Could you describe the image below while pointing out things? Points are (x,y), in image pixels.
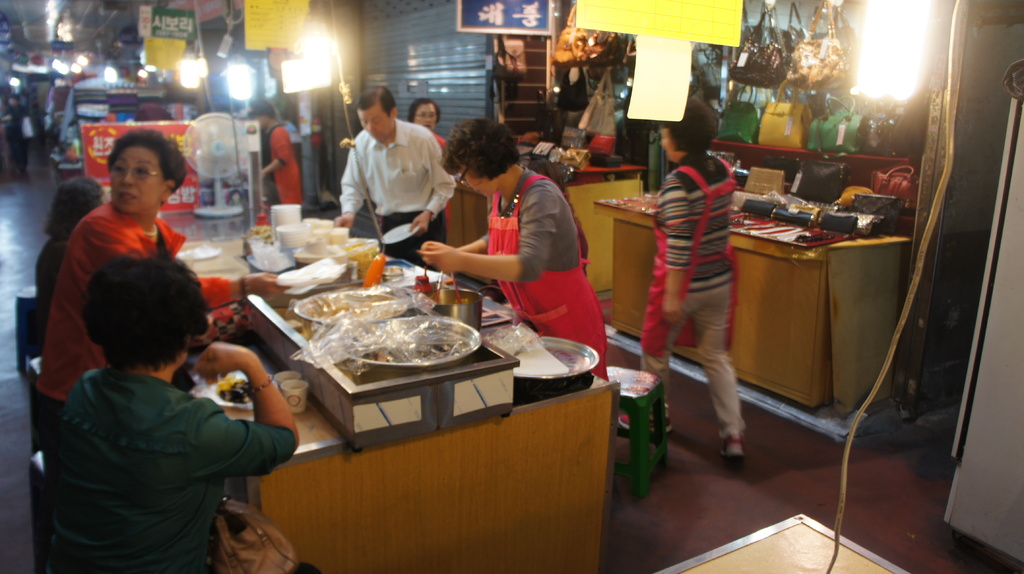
The picture is taken inside a market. On the right (785,270) there are handbags (807,222), desk (781,283), light (874,33), papers (674,29) and people (538,198). In the center of the picture (419,377) there is a table (592,416), on the table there are bowls (399,322), vessels (411,365), plates (301,247), cups (297,382), food items (358,254) and other objects (334,325). On the left (109,295) there are people (81,371) sitting on stools (26,313). In the background (233,90) there are lights (187,64), hoardings (175,22), fans (229,143) and other objects (138,70). In the foreground (774,560) there is a cable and a table (742,560).
